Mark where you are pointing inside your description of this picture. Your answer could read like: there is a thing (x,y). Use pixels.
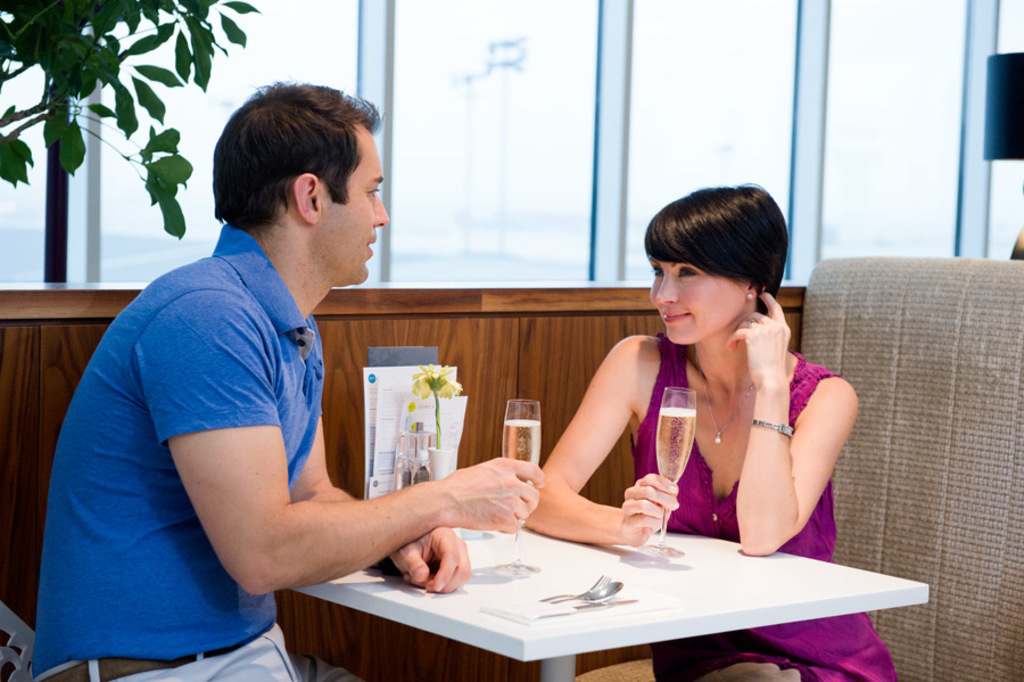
In this image we can see a couple (814,399) sitting on a sofa (943,606). They are having a drink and they are smiling. This is a glass window (359,58) and there is a tree (106,76) which is on the left side (121,88).
